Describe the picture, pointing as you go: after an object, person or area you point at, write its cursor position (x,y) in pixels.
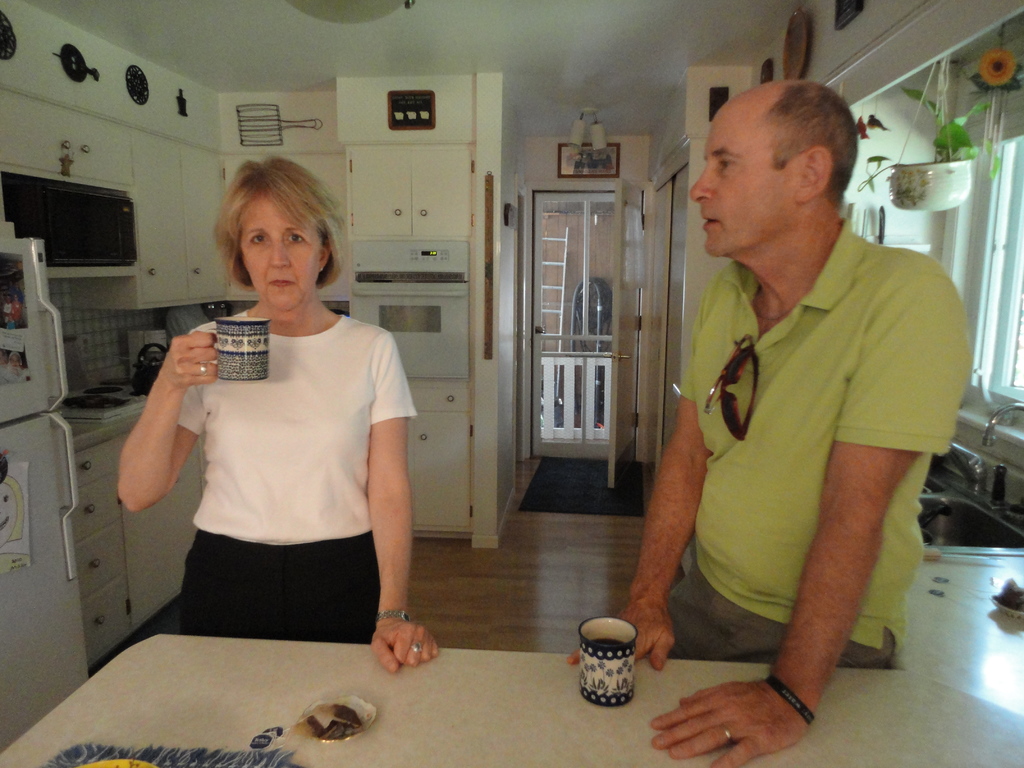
In this image there are two persons (767,250) standing, there is a person (284,348) holding a cup (226,371), there is a table (300,703) truncated towards the bottom of the image (526,732), there is an object (197,758) truncated towards the bottom of the image (181,755), there are objects (121,748) on the table (379,706), there is an object (1002,594) truncated towards the right of the image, there is a tap (996,422) truncated towards the right of the image (985,468), there is a window (1006,273) truncated towards the right of the image (1007,324), there is the sink (965,496), there are plants (965,142), there is the wall (905,56), there are objects (800,52) on the wall (827,37), there is the door (602,335), there is a ladder (560,311), there is an oven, there are shelves (141,197), there are objects (147,336), there is a refrigerator (56,370) truncated towards the left of the image (41,504), there is a roof (229,60) truncated towards the top of the image (421,39), there is an object (363,17) truncated towards the top of the image (382,19).
